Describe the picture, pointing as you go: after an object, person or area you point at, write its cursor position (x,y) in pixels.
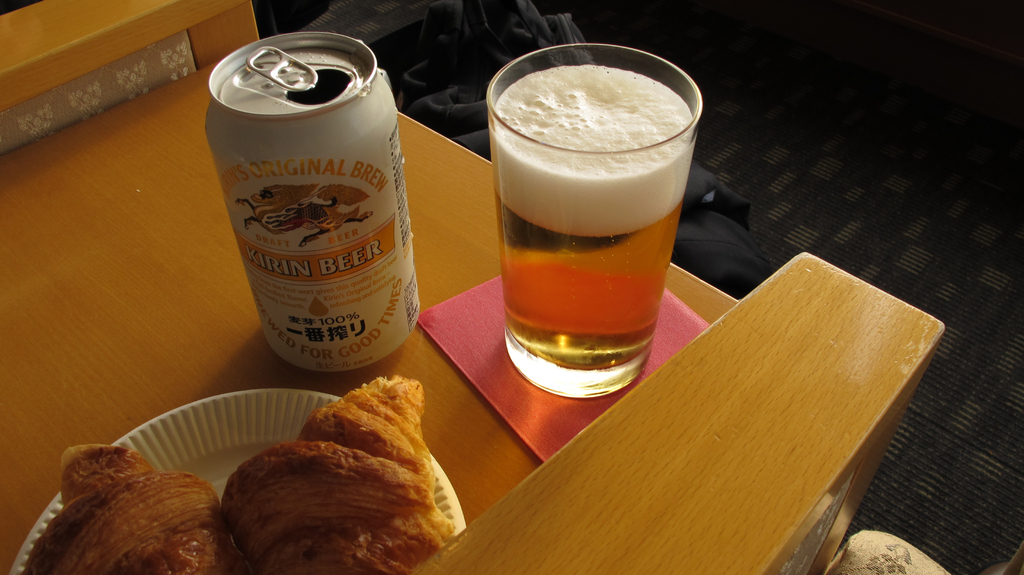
In this image I can see a table (471,238), on the table (63,309) I can see a plate (253,425) and beer tin (313,249) and glass (561,293) contain a drink (558,281) and on the plate (292,418) I can see puff (121,470).
